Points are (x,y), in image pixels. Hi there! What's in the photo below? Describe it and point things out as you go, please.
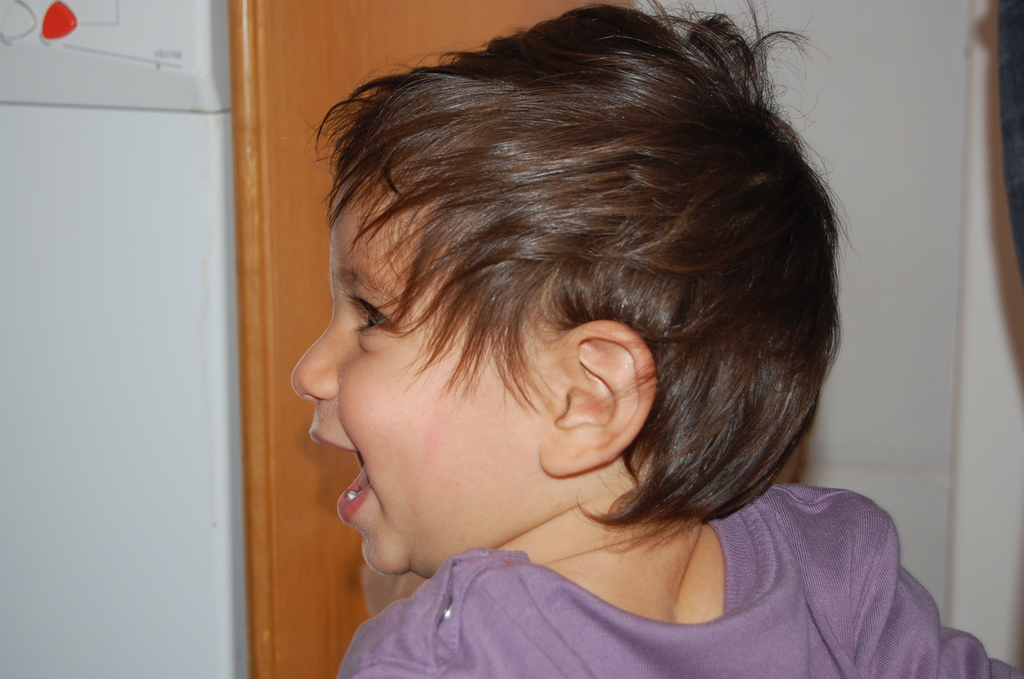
This is the picture of a kid (809,183) with brown hair (793,208), and a purple t-shirt (814,492) in the foreground (938,634). There is a wooden block (517,8) and the wall (842,361) in the background (862,111).
